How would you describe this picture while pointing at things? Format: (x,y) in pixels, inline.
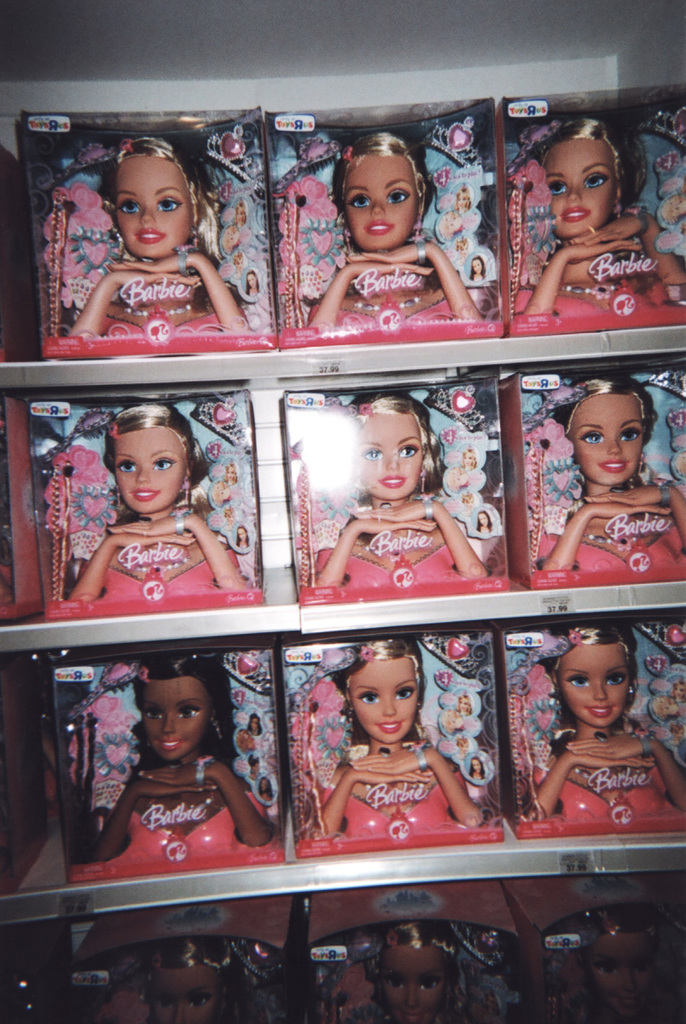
In this picture we can see shelves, here we can see boxes (346,331) with barbie dolls (388,256) in it and we can see a wall (357,101) in the background (380,88).
